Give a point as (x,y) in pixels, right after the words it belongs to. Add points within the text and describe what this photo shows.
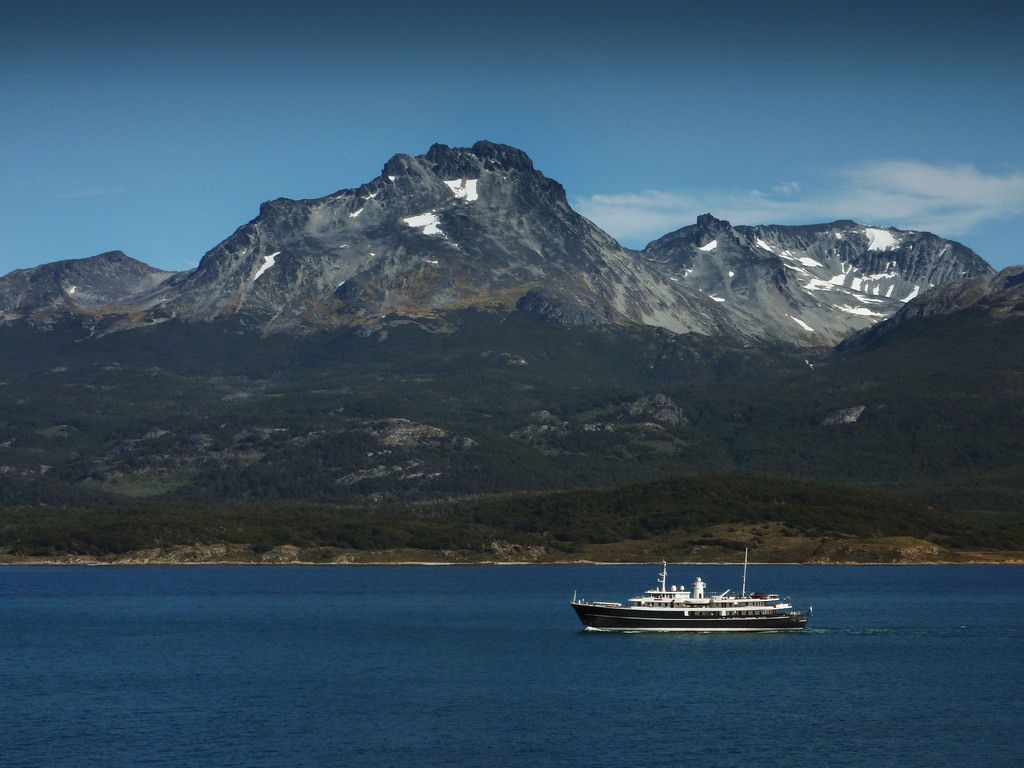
In this image, we can see some water (650,664). We can see a ship (634,602) sailing on the water (595,681). We can also see some grass (1022,552). There are a few hills (295,255). We can see the sky (627,205) with clouds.
